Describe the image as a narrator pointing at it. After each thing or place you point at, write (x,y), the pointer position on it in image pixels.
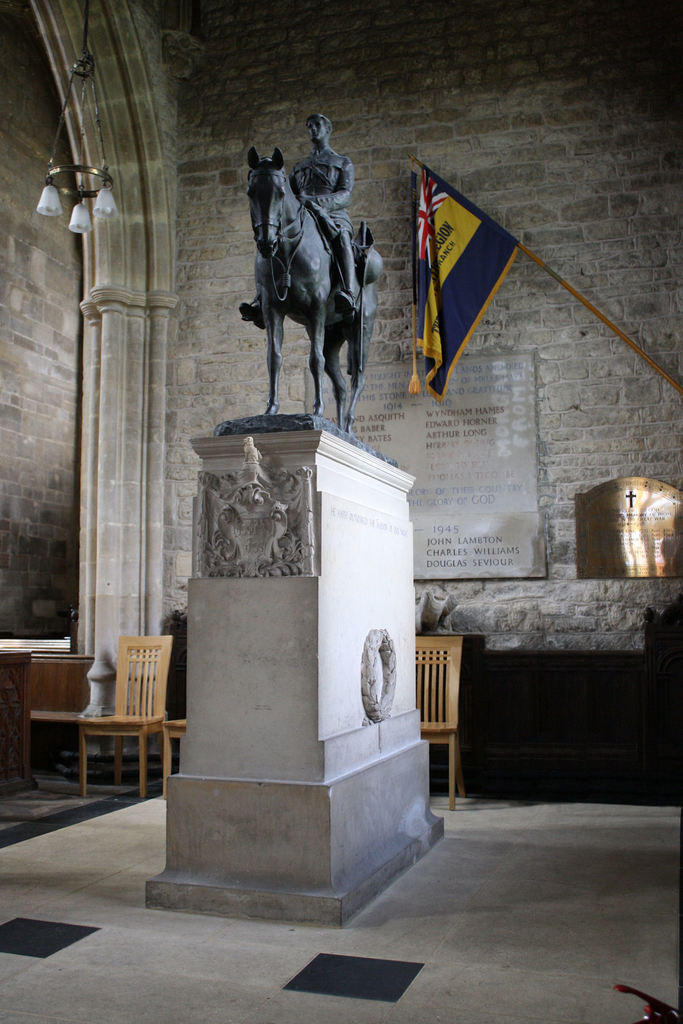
In this image there is a statue (333,197), in the background (533,2) there is a wall (571,385) to that wall (540,328) there is a flag (452,195), two shields (535,372) on that shields (593,551) there is some text (478,497), near to the wall (474,614) there are chairs (162,698).
